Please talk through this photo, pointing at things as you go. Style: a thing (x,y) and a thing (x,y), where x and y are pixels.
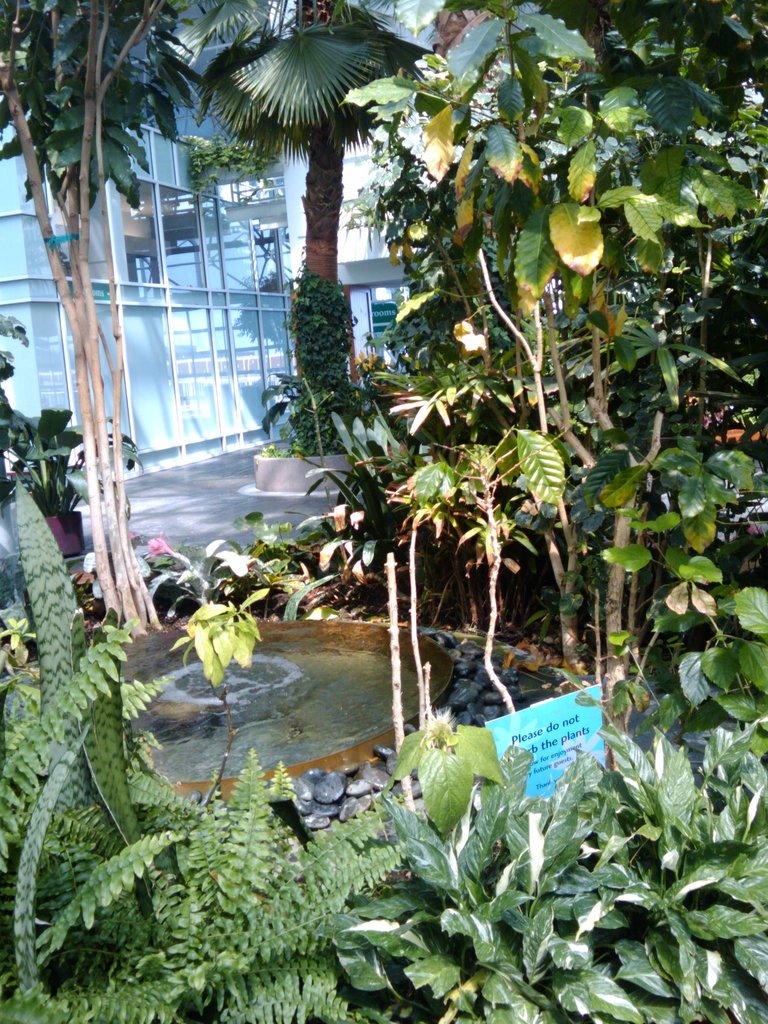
In this picture we can see some plants (525,400) and trees (322,268), there is a water fountain (319,710) in the middle (336,656), we can see a board (568,760) in the front (546,710), in the background (169,161) there is a building (346,192), we can see some text (563,751) on this board (549,744).
